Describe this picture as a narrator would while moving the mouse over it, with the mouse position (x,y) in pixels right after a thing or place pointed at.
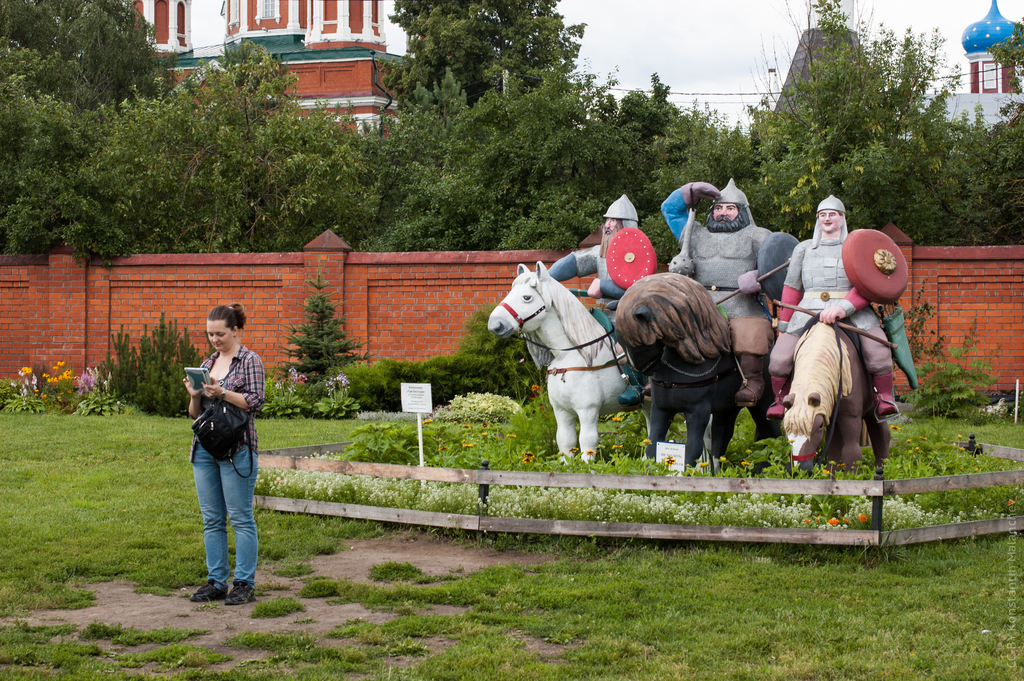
In this image, we can see some statues (741,335). We can see the ground (585,642) with grass (607,627). We can see some plants (356,404). Among them, we can see some plants (987,489) with flowers (631,512). We can see the fence (643,528). We can see a person (231,374) holding an object (205,381) is standing. There are a few boards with text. We can see some trees (399,190) and buildings (333,75). We can also see some wires (702,102) and the sky (686,101). We can see the wall (96,360).
